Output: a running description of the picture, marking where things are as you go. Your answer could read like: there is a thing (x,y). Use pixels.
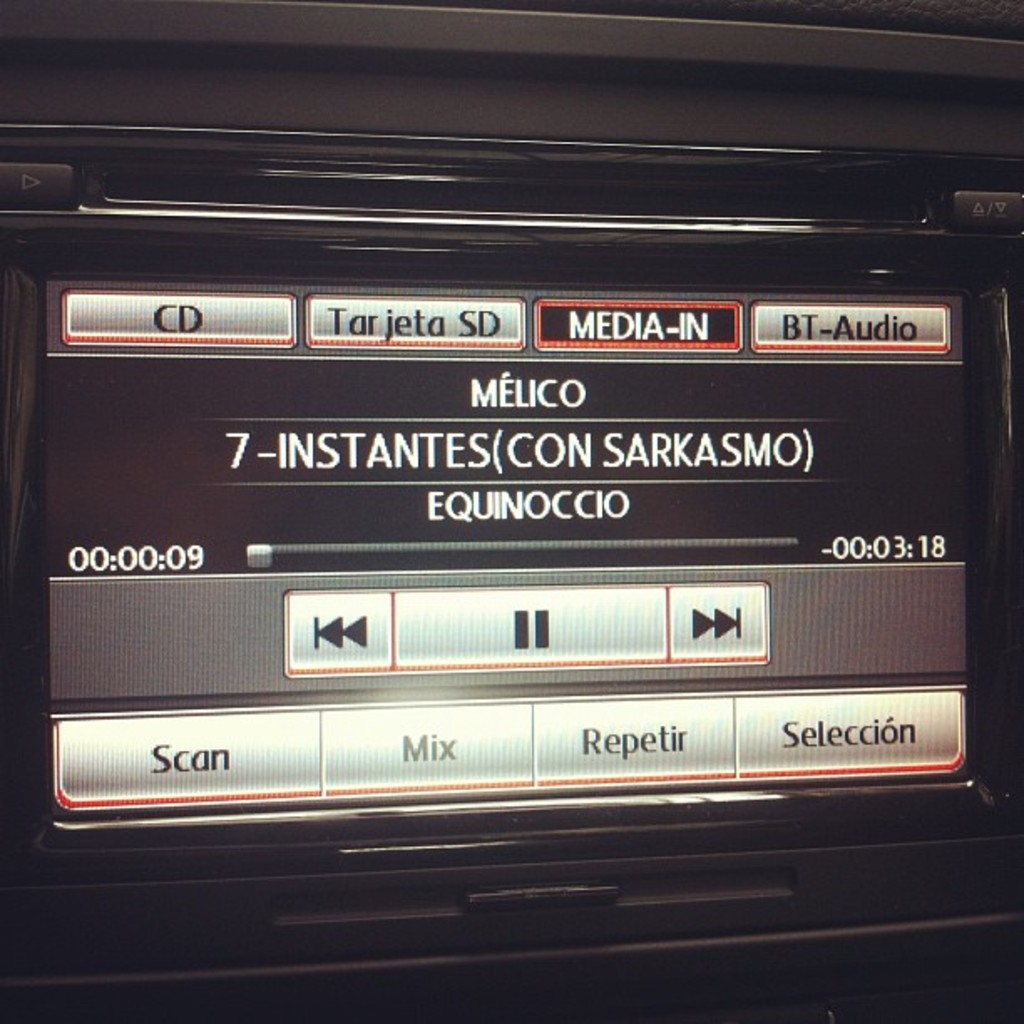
In the picture we can see a car stereo (584,804) with a screen (824,707) on it, we can see, options (93,746) like to scan mix, repeat, selection, and we can also see some other options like media in BT audio.
